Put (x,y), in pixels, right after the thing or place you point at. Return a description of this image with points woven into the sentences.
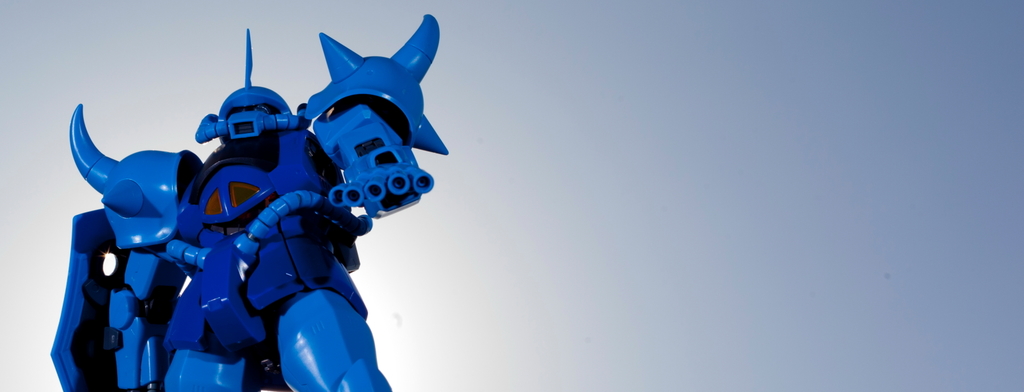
In this picture, there is a robot (107,241) towards the left (202,305). It is in blue in color.
